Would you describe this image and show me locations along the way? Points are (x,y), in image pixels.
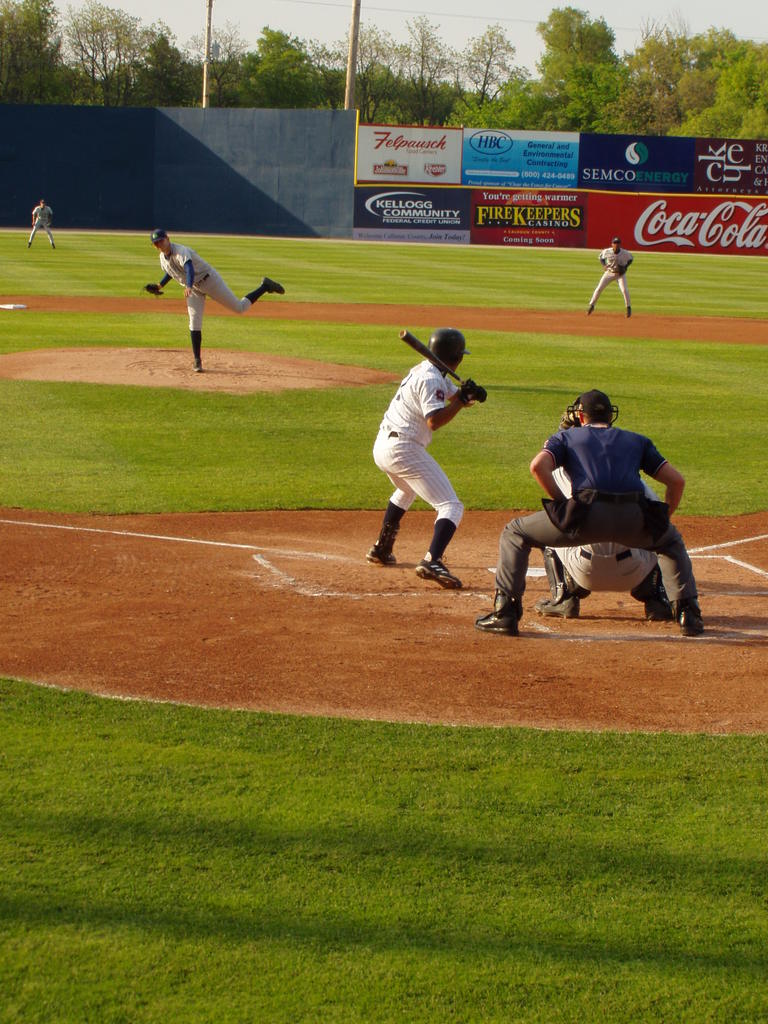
In this picture we can see some people (429,379) on the ground (433,603) where a man (425,468) holding a bat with his hands (467,383) and they wore shoes (425,562), helmets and in the background (158,97) we can see banners (391,194), trees (641,98), poles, sky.
